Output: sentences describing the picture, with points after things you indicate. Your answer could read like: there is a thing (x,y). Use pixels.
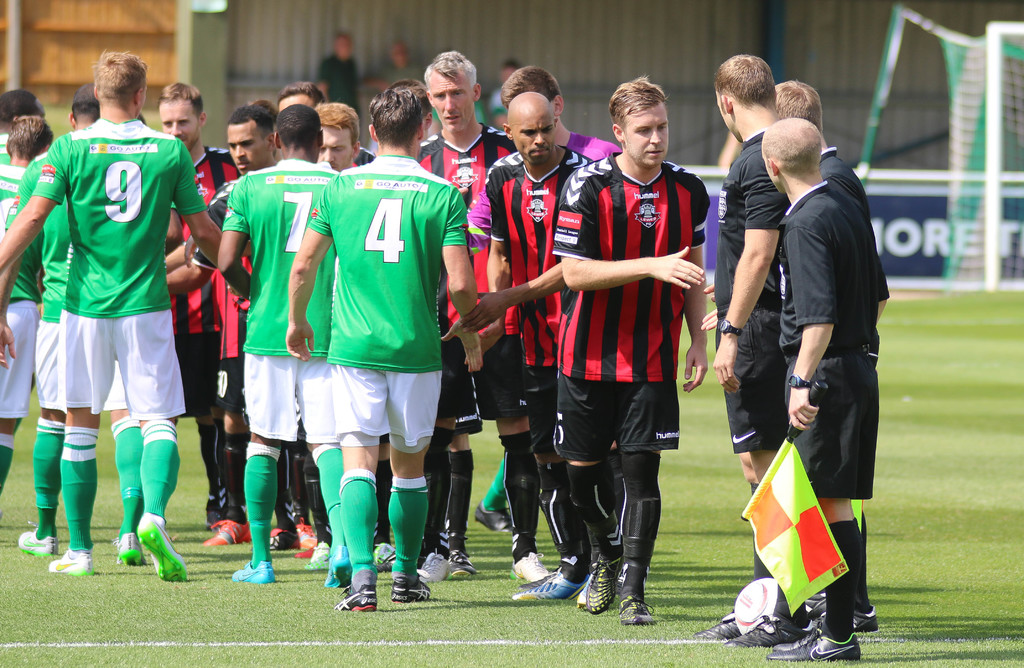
In this image I can see an open grass ground (927,528) and on it I can see number of people (189,105) are standing. I can see few of them are wearing green colour dress (271,214), few are wearing red and rest all are wearing black colour dress (783,360). On the right side of this image (839,428) I can see a man (811,458) is holding a flag (787,490) and near his leg (829,606) I can see a white colour football (749,588). In the background (911,213) I can see a board (945,203), a goal post (967,246) and I can see this image is little bit blurry in the background (317,61).
